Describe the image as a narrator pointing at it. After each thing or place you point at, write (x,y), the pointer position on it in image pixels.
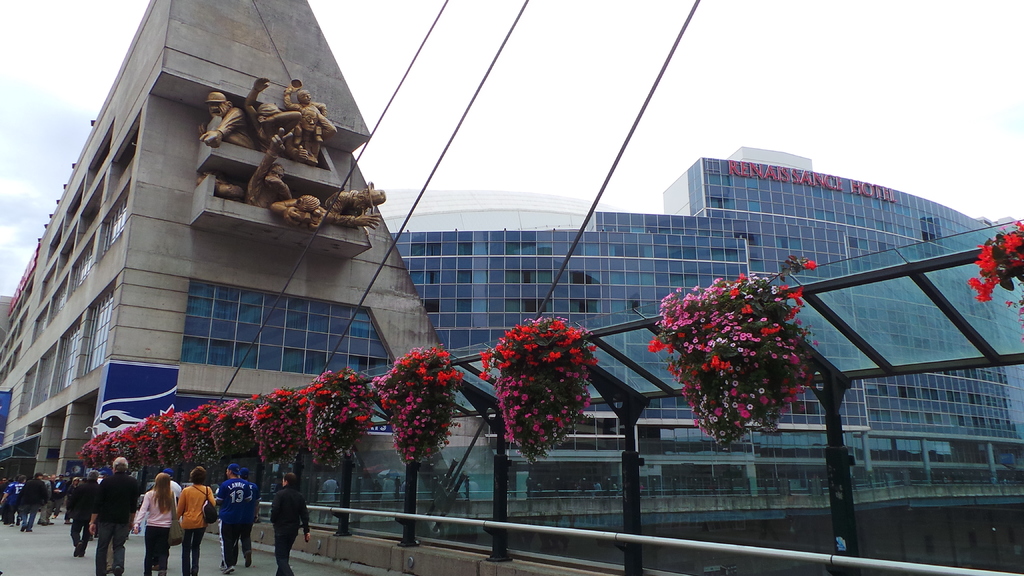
This is an outside view. On the right side (829,443) there is a shed (886,335) along with the pillars (630,467) and there are few flower plants (311,415). On the left side (17,488) few people (105,512) are walking on the road (51,552) towards the back side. In the background (365,264) there are few buildings (357,287). On the left side (259,175) there are few statues of persons (319,207) on a building (185,154). At the top of the image (741,91) I can see the sky (715,85) and also there are few cables (640,111).
